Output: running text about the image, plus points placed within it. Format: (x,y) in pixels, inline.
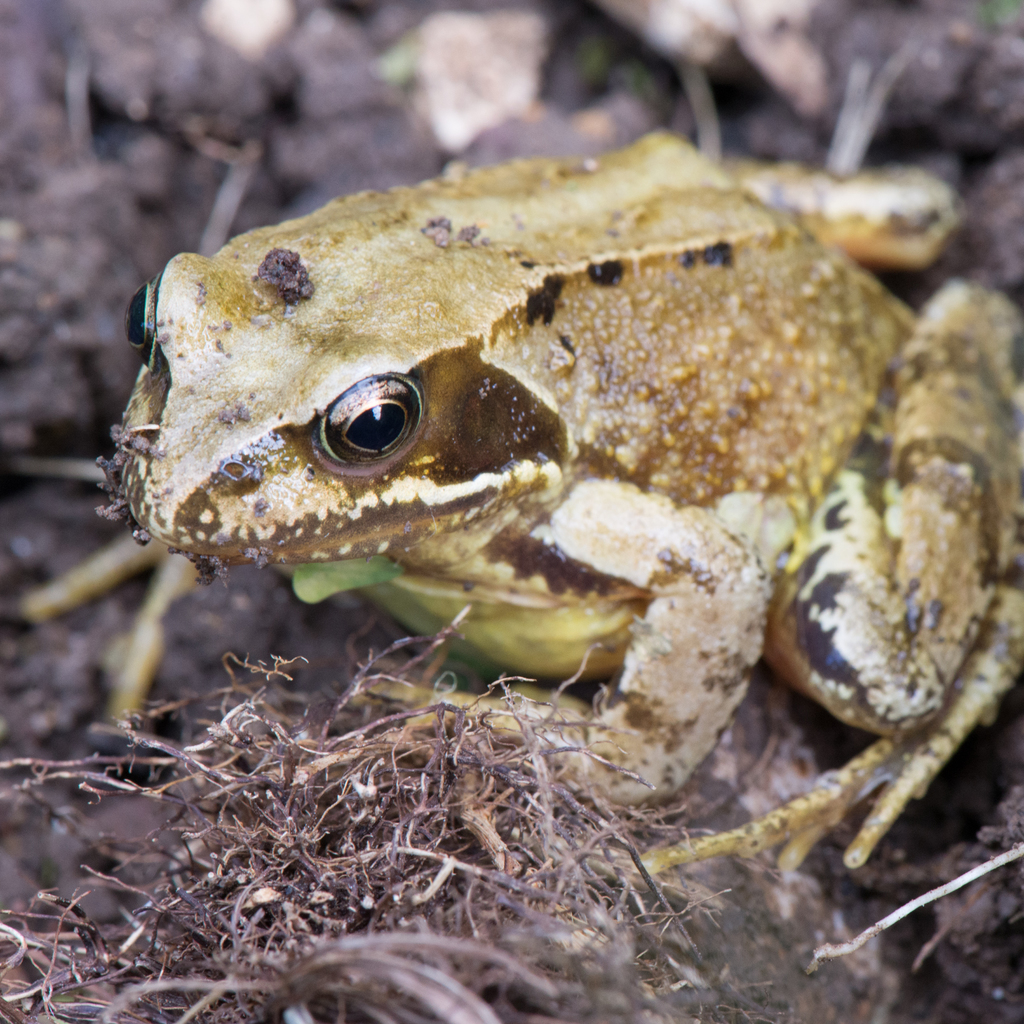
In this picture we can see a frog (867,615) on the ground (799,124), dried grass (331,986) and in the background (918,129) it is blurry.
